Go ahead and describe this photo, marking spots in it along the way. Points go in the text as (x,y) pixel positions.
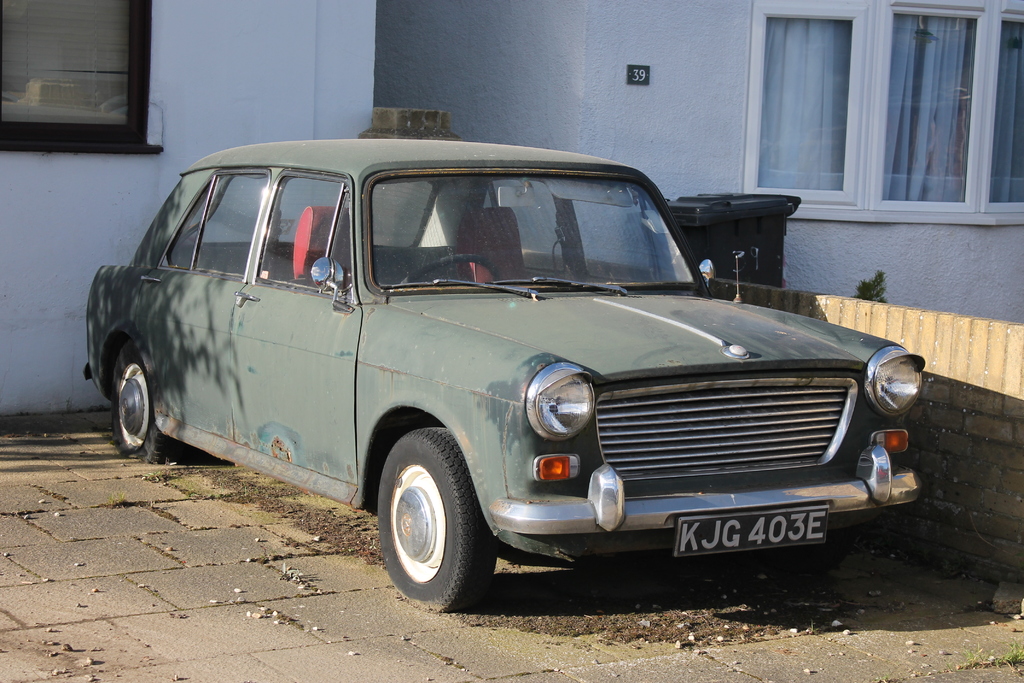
In this image we can see the vehicle (351,421) parked on the path (505,579). We can also see the buildings (408,90) with the windows (789,74) and also the number board (644,73). Image also consists of a trash bin (757,202), plant (874,295) and also the brick wall (917,423). We can also see the stones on the path (694,648).
